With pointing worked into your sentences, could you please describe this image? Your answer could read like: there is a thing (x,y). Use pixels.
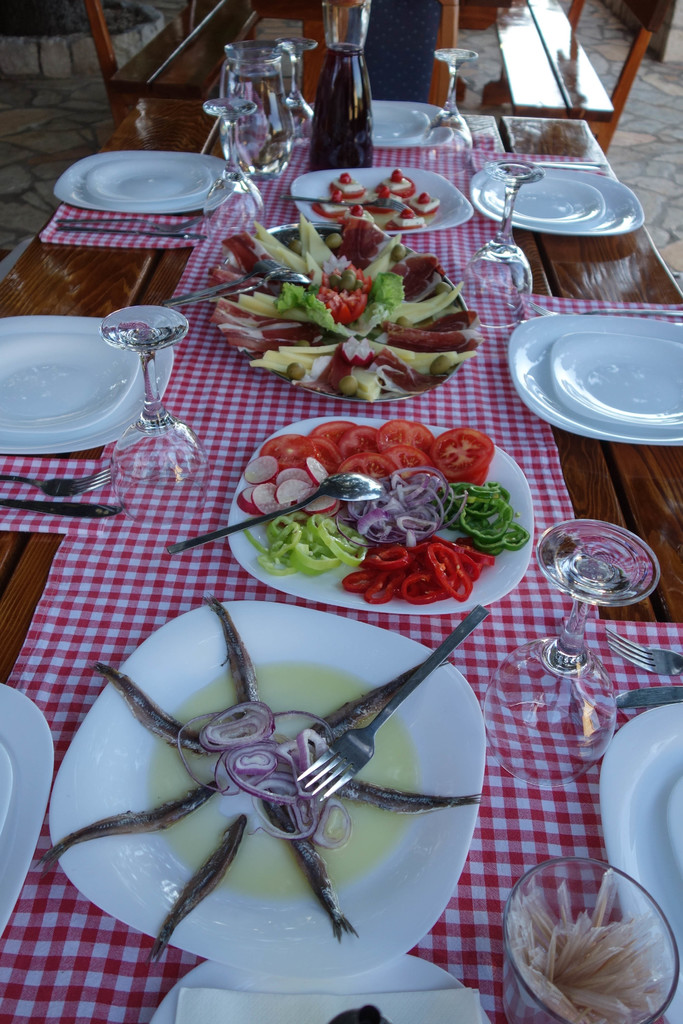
As we can see in the image there is a table (231,607). On table (150,1012) there are plates (93,770), food (390,570), spoons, glasses (236,232) and mugs (278,59).
